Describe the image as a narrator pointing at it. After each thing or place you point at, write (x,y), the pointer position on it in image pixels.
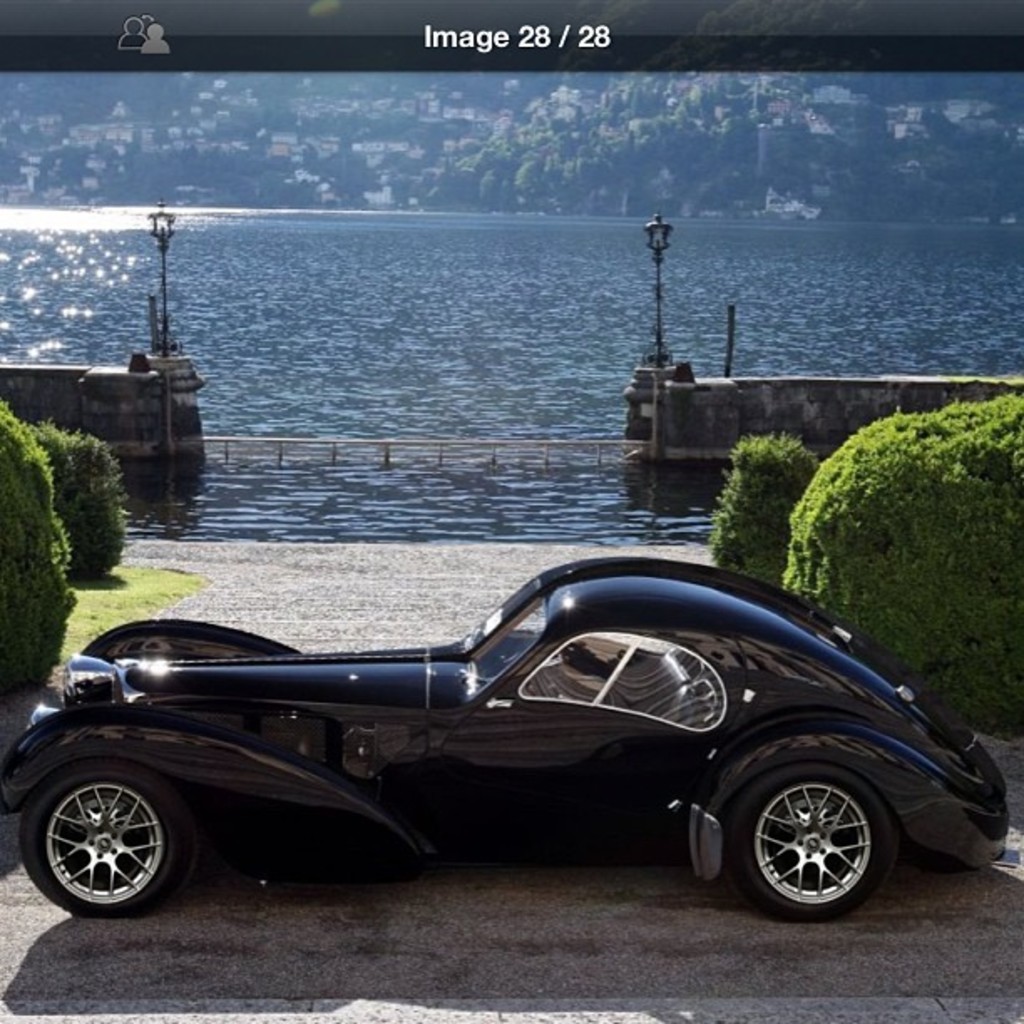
In the image we can see a screen (752,15), in the screen (362,131) we can see a vehicle (388,712) and plants (1009,618) and water (466,389) and fencing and there are some trees (498,86) and buildings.
